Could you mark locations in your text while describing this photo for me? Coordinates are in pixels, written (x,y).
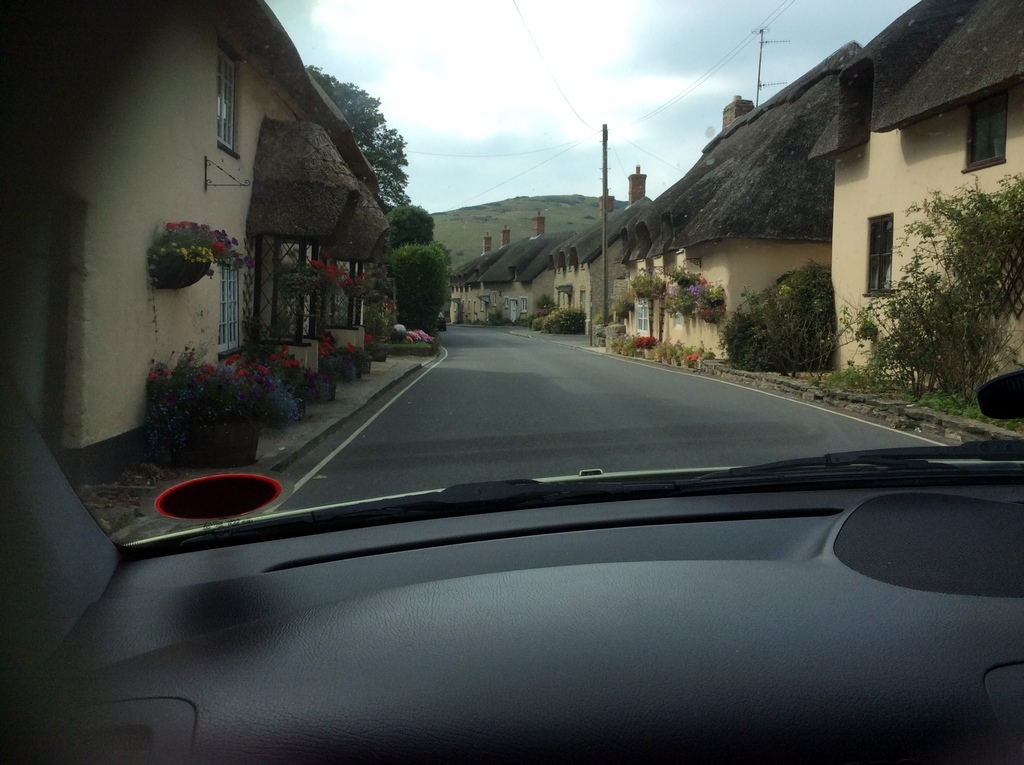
This picture is taken through a vehicle (416,590). In the center (492,399), there is a road (495,369). On either side of the road (527,407), there are buildings (601,271) with plants (228,250) and windows (881,216). On the top (419,47), there is a tree (366,152), hill (564,204) and a sky (507,147).
